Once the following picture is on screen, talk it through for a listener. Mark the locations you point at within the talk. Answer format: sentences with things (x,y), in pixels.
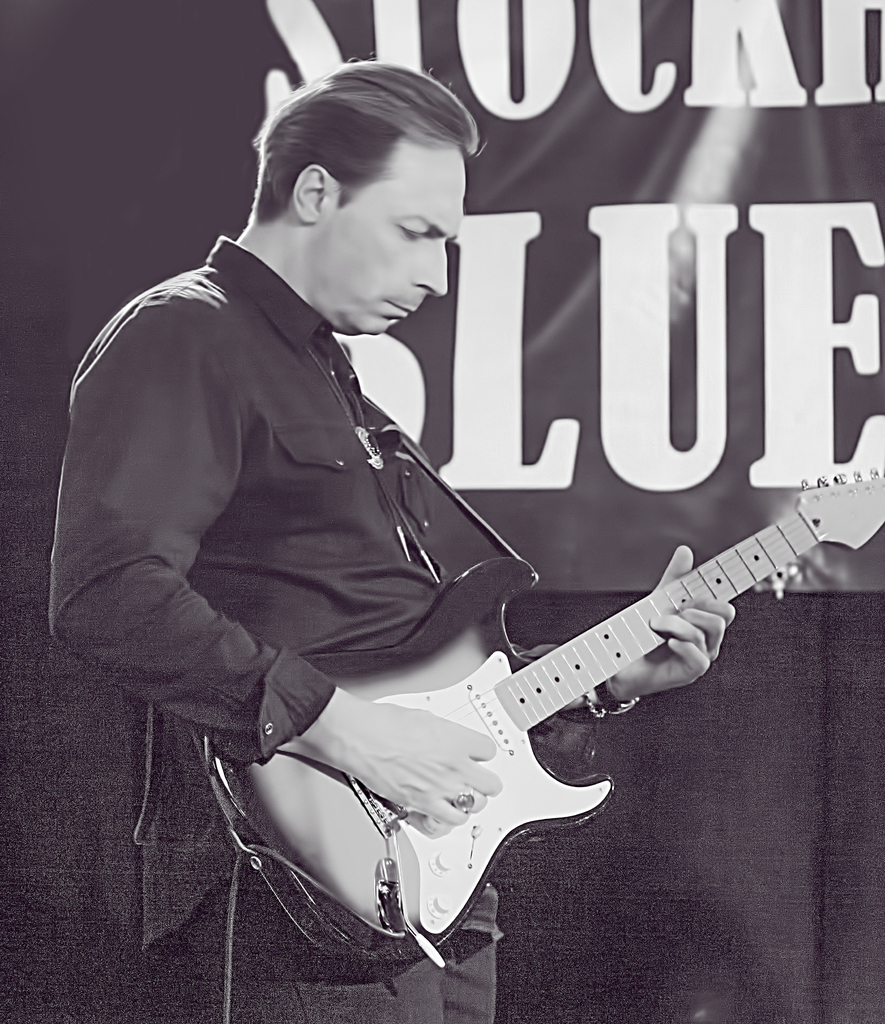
Here a man (233,441) is standing and he is holding a guitar (305,822). It looks like he is playing guitar (312,664). And there is a banner (229,80) back of him on the banner (598,534) it is something like blue. There is a black cloth (714,757) behind him. This man (452,229) is wearing a shirt (253,506).
